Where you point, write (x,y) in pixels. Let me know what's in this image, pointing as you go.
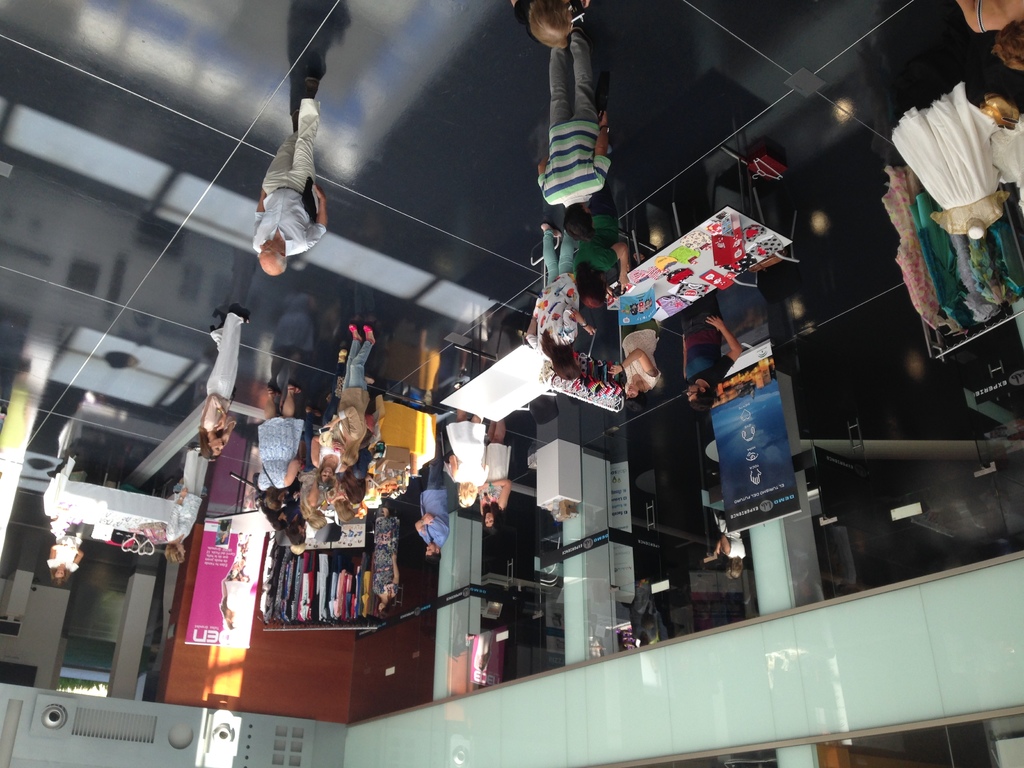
In this image I can see the inner part of the building (216,195). Inside the building (253,463) I can see few people (383,525) with different color dresses (348,443). In-front of the people (498,427) there are tables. On the tables (609,382) I can see some objects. I can also see the boards (248,600) attached to the pillars (453,633). To the right (939,308) I can see the clothes (923,317) which are colorful.
